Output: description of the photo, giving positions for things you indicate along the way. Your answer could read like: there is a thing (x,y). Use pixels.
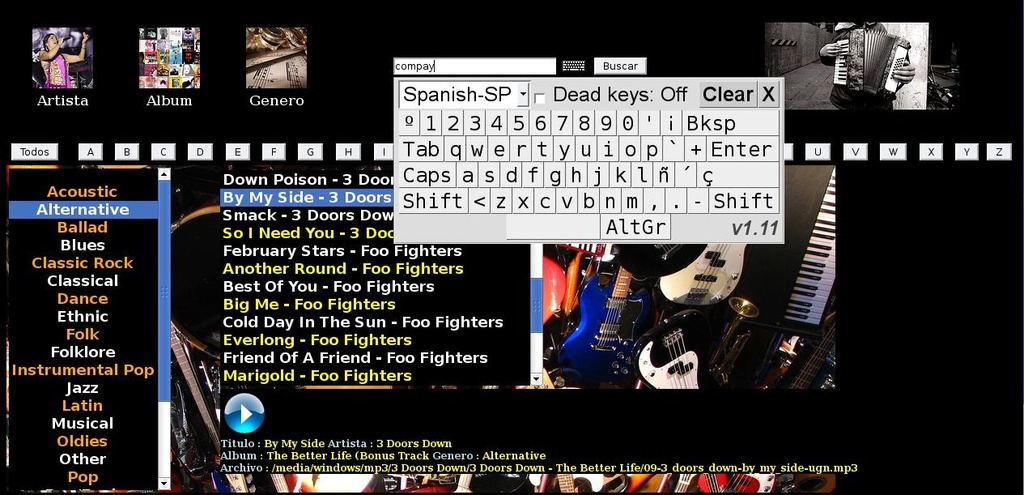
This is the image of a screenshot of a text (450,261). In this image there is a keyboard (602,154) in the middle (589,165). At the bottom (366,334) there is a play icon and some text (261,289).
